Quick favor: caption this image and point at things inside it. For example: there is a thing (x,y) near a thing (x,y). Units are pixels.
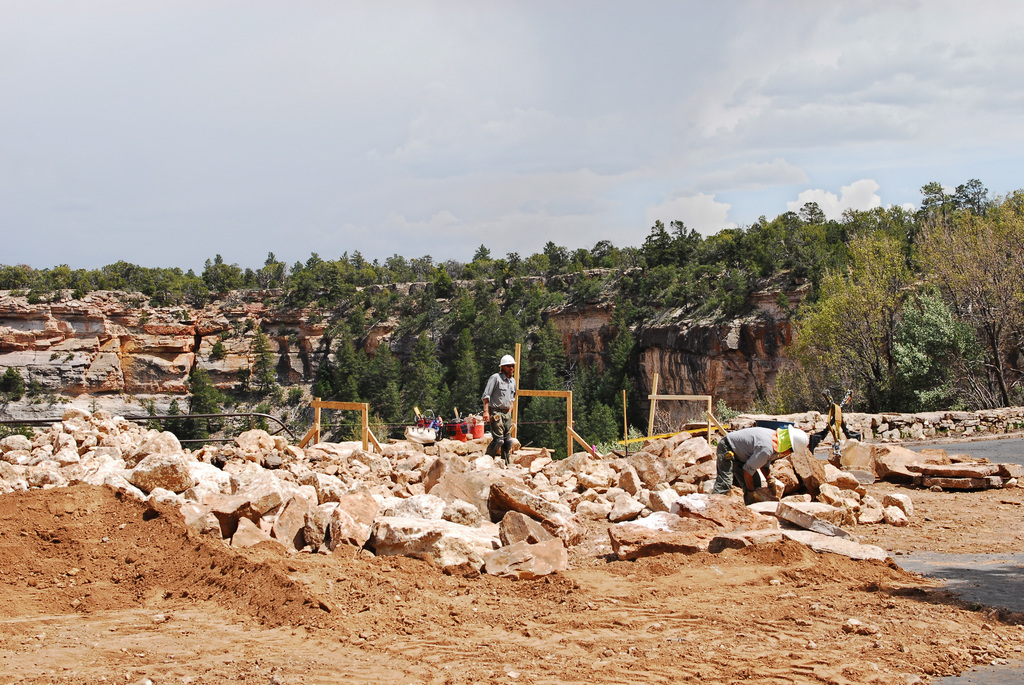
In the picture we can see a mud surface (516,593) with some rocks (308,533) on it and two men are working there and behind them, we can see a hill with a rock surface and to it we can see some plants (411,321) and trees (875,362) on top of it and in the background (427,232) we can see the sky (944,151) with clouds (944,151).
